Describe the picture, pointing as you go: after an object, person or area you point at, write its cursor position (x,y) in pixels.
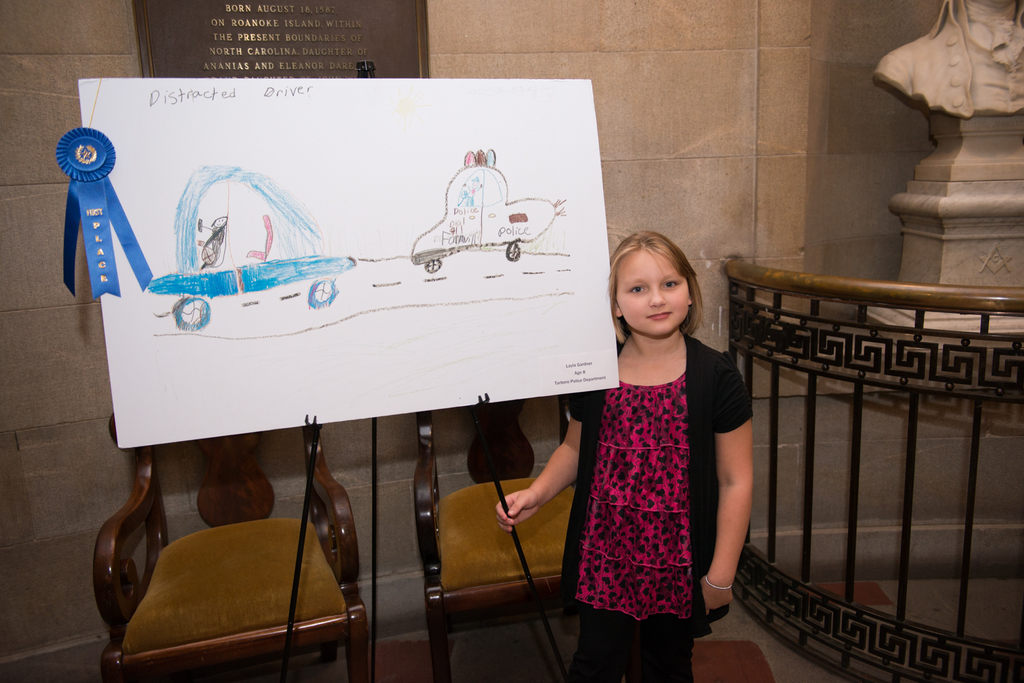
This is the picture of a little girl (695,417) who is standing near the note stand (164,372) to which there is some blue color ribbon (147,282) pasted to it and behind there are two chairs (252,540).
